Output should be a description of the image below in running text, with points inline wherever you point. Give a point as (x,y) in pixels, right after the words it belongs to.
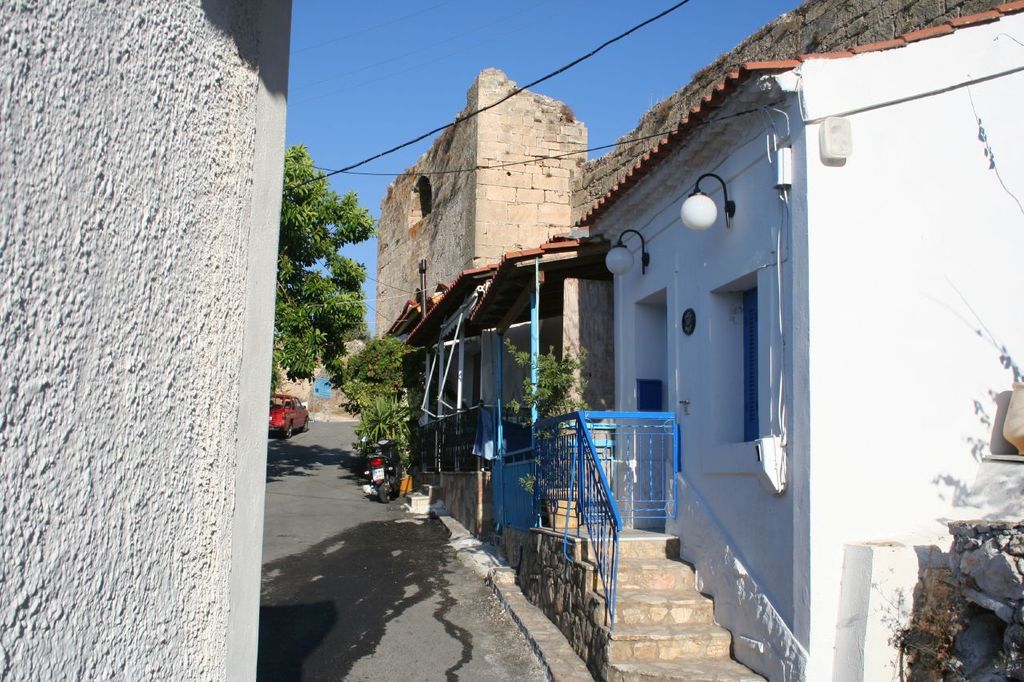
In the image we can see there are vehicles (275,423) parked on the road (337,581) and there are buildings (431,324) and there are trees (370,429). There are stairs (664,594) attached to the building (664,364), there is electric wire (603,45) and there is clear sky (369,73).
